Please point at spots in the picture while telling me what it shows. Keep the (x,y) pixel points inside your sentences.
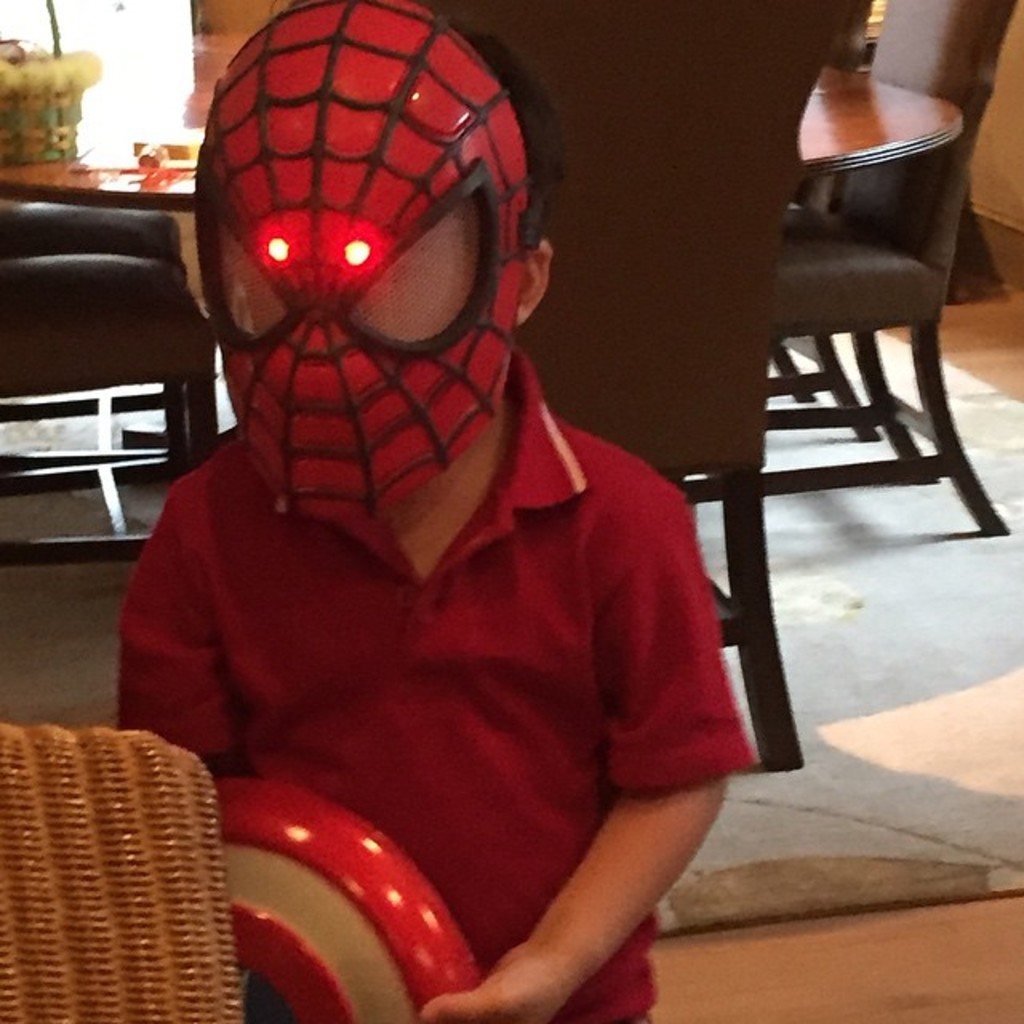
In this picture I can see a boy (403,690) who is standing in front (326,365) and I see that he is wearing a spider man mask (292,252) on his face (364,244). In the background (60,260) I see the table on which there is a thing (64,72) and I see the chairs (612,389) around it and I see the floor (883,444).
